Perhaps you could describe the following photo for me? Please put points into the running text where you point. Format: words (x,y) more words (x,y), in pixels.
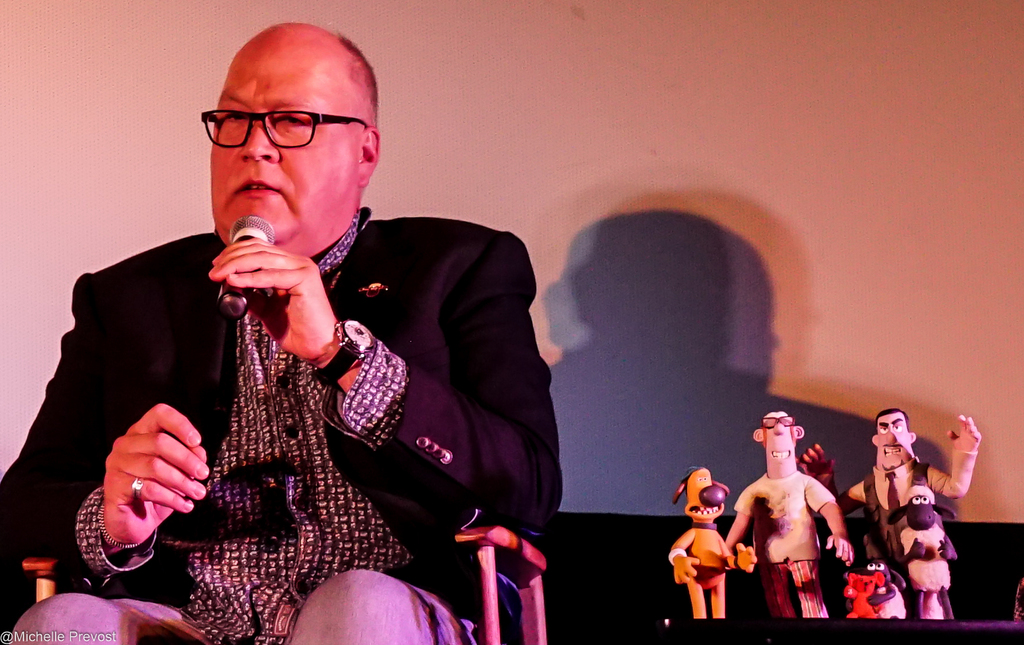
In the image we can see there is a man (372,577) who is sitting on chair (490,581) and holding mic (225,302) in his hand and beside him there is a table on which there are shaun the sheep cartoon characters (872,541).
